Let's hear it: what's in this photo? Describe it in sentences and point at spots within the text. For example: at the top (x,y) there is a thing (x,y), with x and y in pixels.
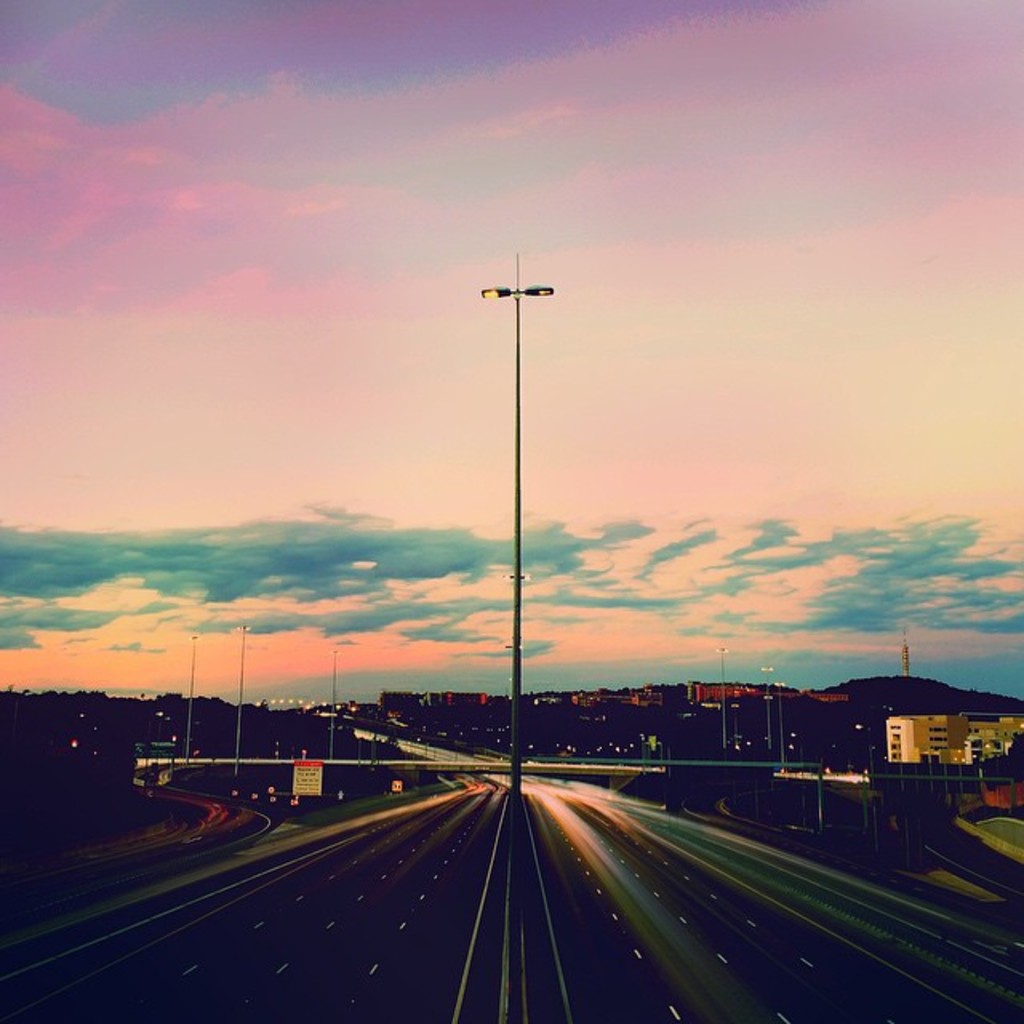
In this picture we can see the view of the road (449,927) in the front (593,977) bottom side. Behind there is a street pole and some buildings (426,716). On the top (694,231) we can see the sky (399,571) and clouds (362,545).
